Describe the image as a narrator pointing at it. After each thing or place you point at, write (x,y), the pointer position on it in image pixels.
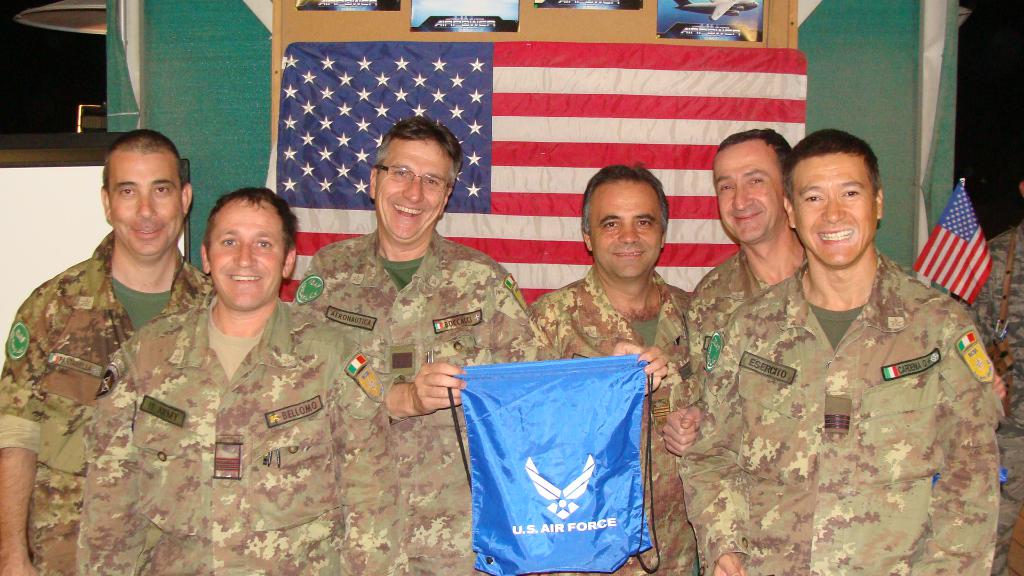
This picture is clicked inside. In the foreground (340,392) we can see the group of men (402,257) smiling, wearing uniforms (259,348) and standing on the ground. In the center (618,369) we can see a blue color bag (581,519) on which the text (580,527) is written. In the background (192,14) there is a green color object (252,36) and we can see the flags (478,66) and some pictures (317,1) attached to the board (551,29) and we can see some other objects (95,178).
